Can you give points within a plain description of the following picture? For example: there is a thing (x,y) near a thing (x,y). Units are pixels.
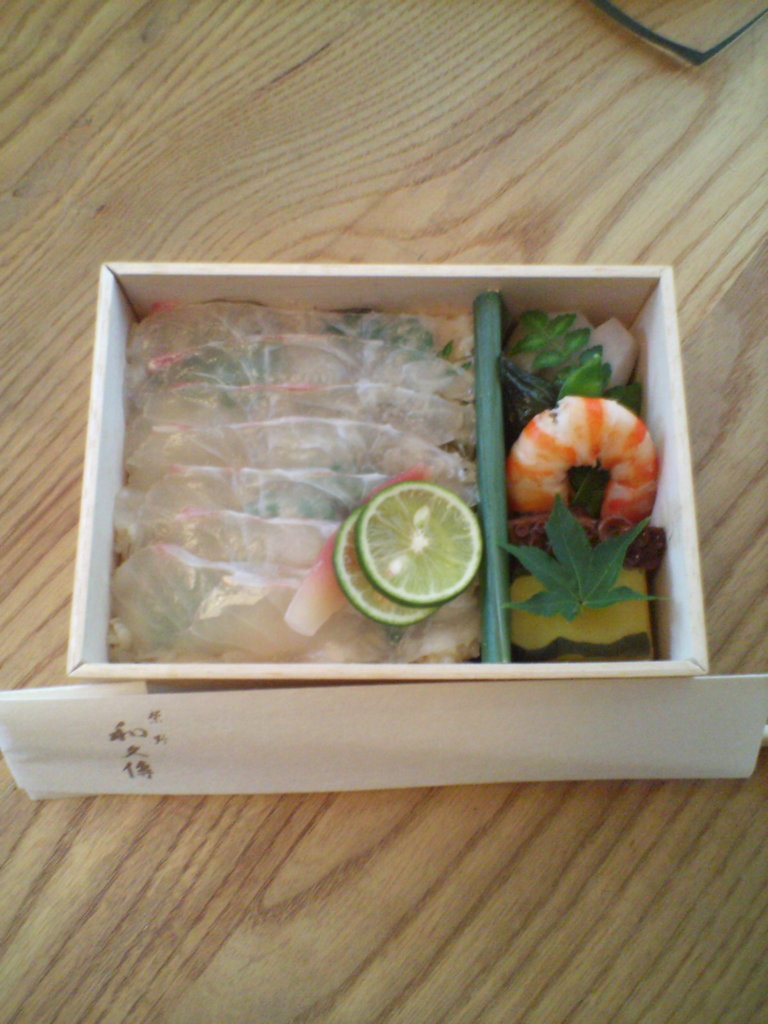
On this wooden surface (723,501) we can see a card (222,732) and box (700,656) with food (401,446).
